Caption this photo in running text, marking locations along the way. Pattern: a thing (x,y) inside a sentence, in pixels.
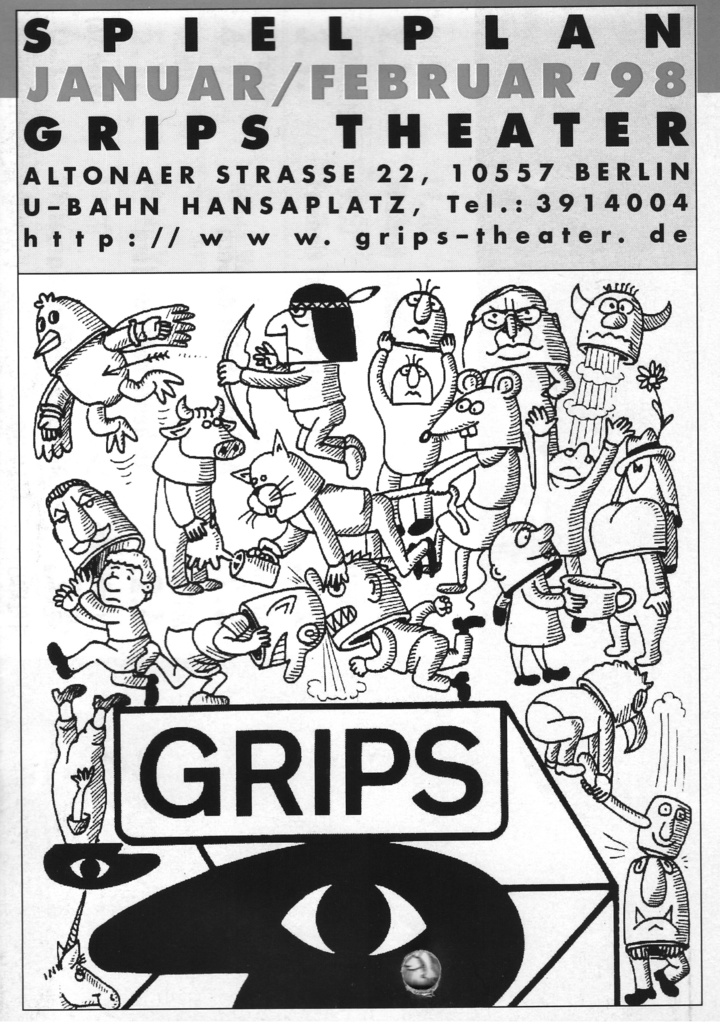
This image looks like a poster. There is text (544,175) at the top (411,197). We can see cartoons (335,571) in the foreground (435,636).
